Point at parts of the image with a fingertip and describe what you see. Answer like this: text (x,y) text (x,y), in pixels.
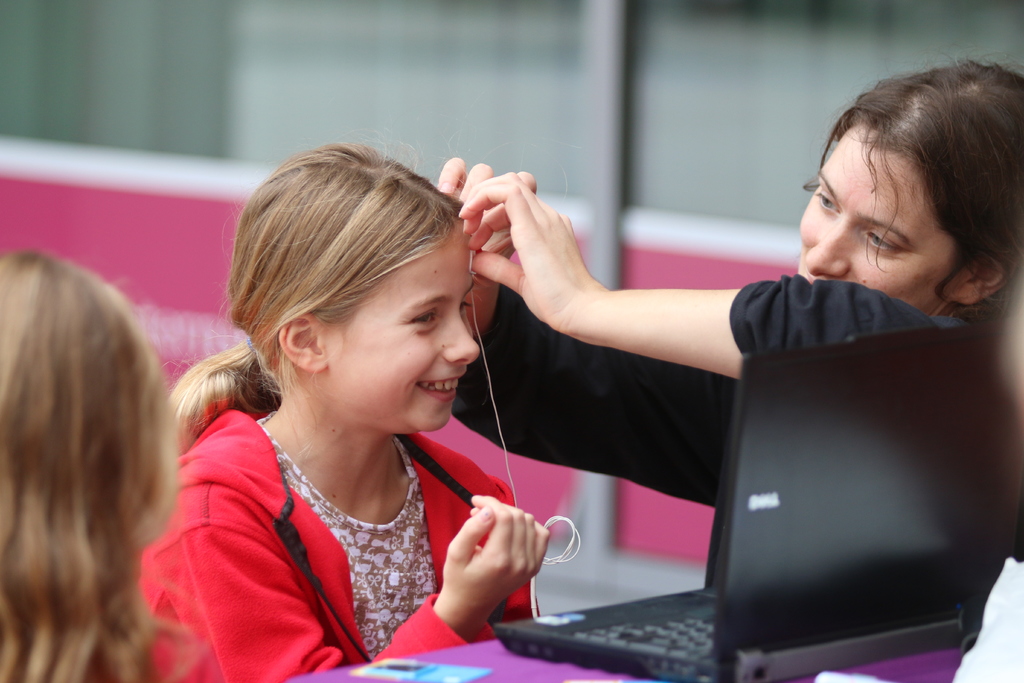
In this image on the right side (833,291) there is a woman (590,364) who is tying the thread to the girl (295,353), in front of the girl (245,352) there is a laptop (544,627) on the table (442,654), on the left (135,473) I can see a person head (44,511), in the background (204,255) there may be the wall (109,225).
